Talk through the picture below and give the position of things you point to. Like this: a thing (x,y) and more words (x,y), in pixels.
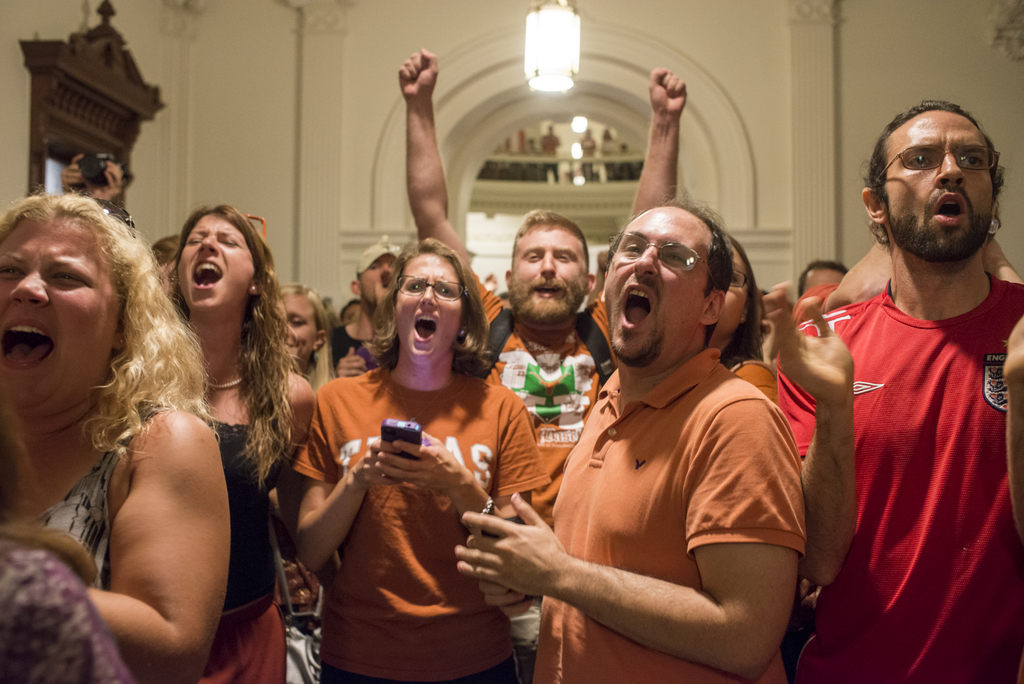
In this image there are people (458,369) standing and shouting, in the background (185,140) there is a wall (827,182), for that wall (337,3) there is an entrance (536,185), at the top (556,83) there is a light (544,56).
